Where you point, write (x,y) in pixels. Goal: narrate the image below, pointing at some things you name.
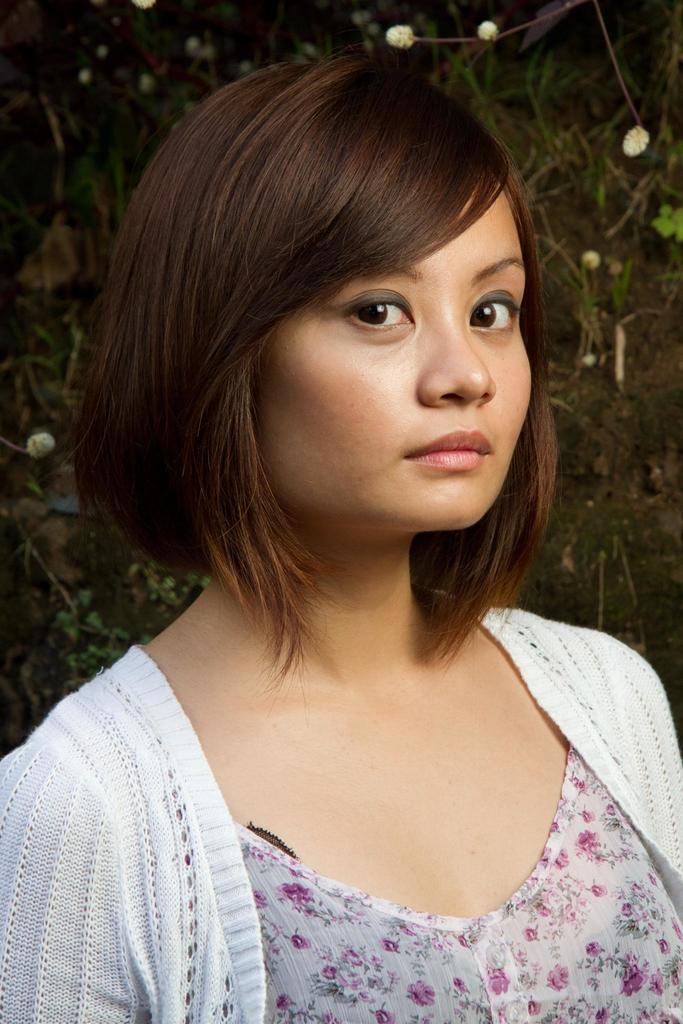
In this picture there is a woman (474,799) wearing white jacket (651,730) and there are plants (115,69) behind her.
